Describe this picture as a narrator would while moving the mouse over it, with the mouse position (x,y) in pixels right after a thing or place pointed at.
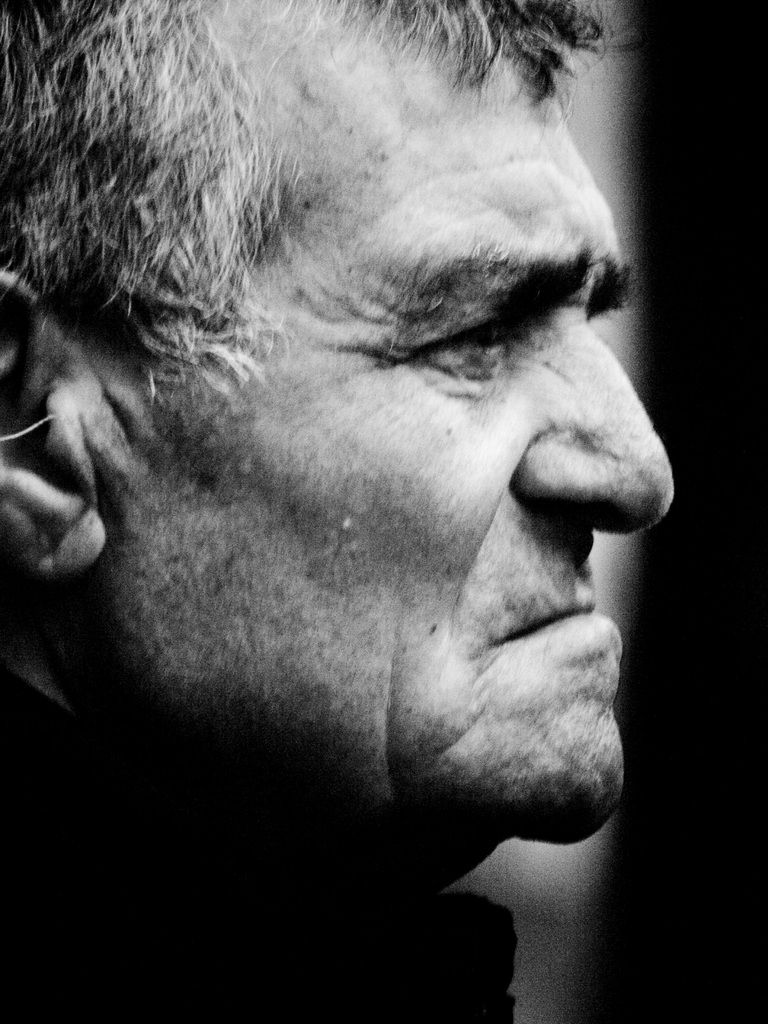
This is a black and white image. In the center of the image (316,354) we can see a man (437,447). On the right side (709,407) the image is dark.
